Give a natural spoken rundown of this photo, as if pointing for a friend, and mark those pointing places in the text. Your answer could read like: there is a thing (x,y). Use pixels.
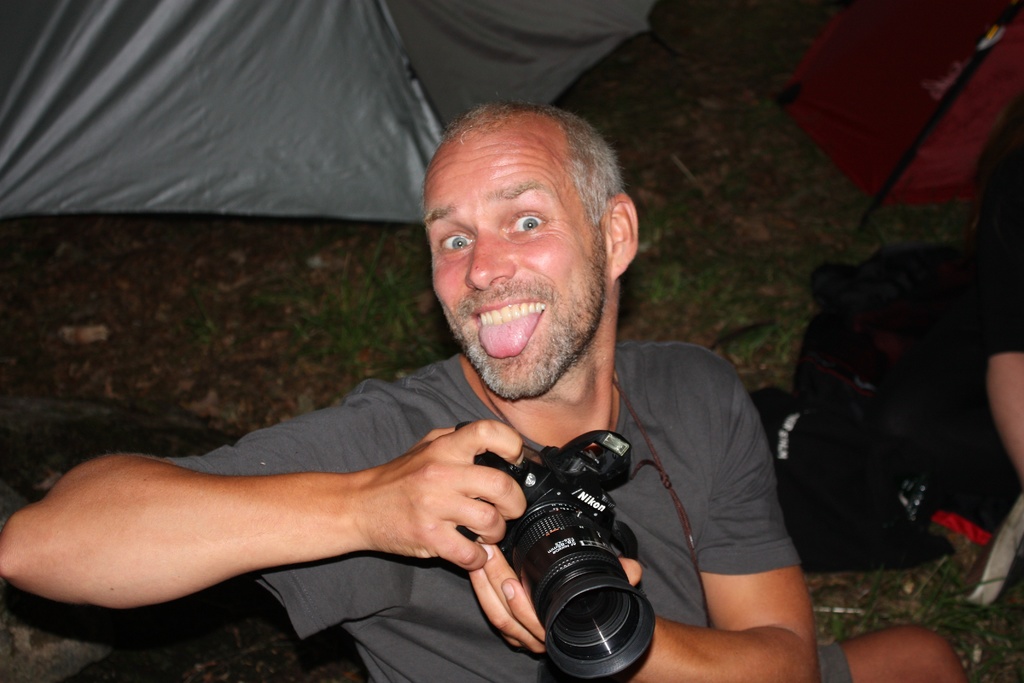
In this image the man (625,570) is holding a camera (548,586).
